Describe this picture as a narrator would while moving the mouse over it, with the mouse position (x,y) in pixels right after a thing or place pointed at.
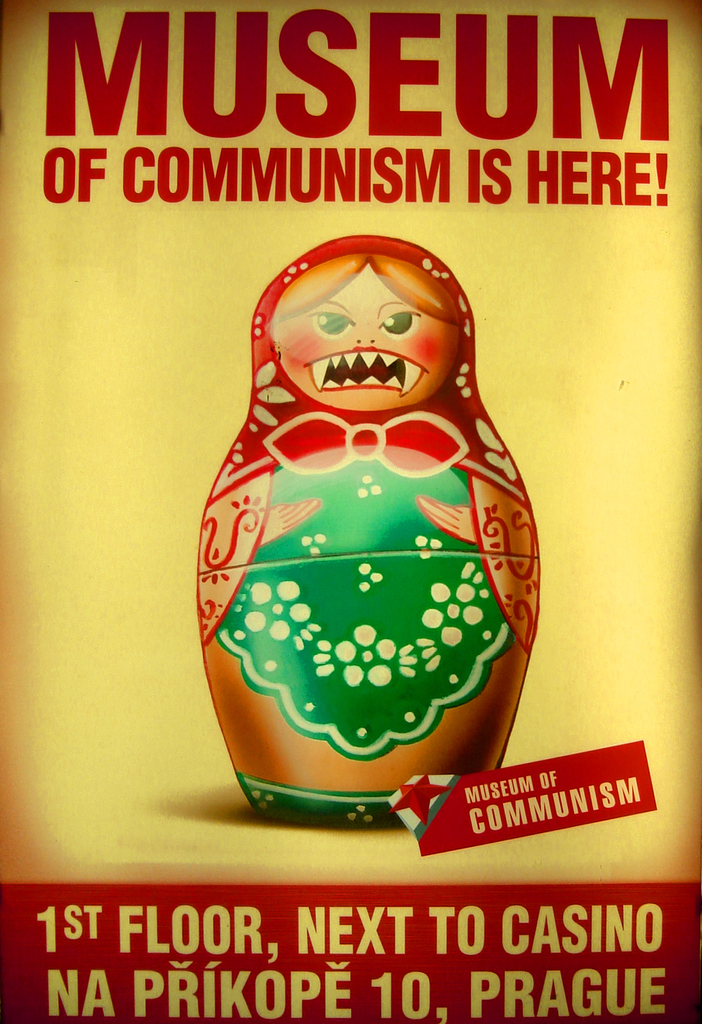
This is a picture of a poster (368,921), where there are words (268,22), numbers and a photo (400,747) of a toy (324,766) on the poster (568,690).
